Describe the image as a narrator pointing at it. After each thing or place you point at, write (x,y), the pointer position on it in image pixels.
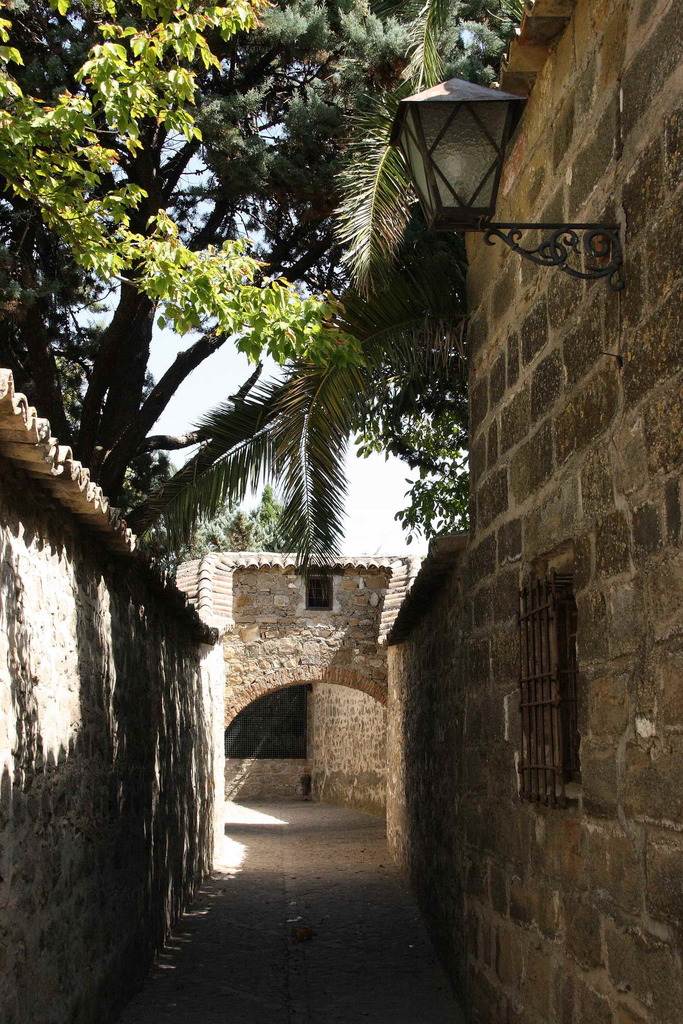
In this image we can see a building (520,446) with the windows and a roof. We can also see a metal grill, a street lamp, some trees (283,475) and the sky (369,486).
